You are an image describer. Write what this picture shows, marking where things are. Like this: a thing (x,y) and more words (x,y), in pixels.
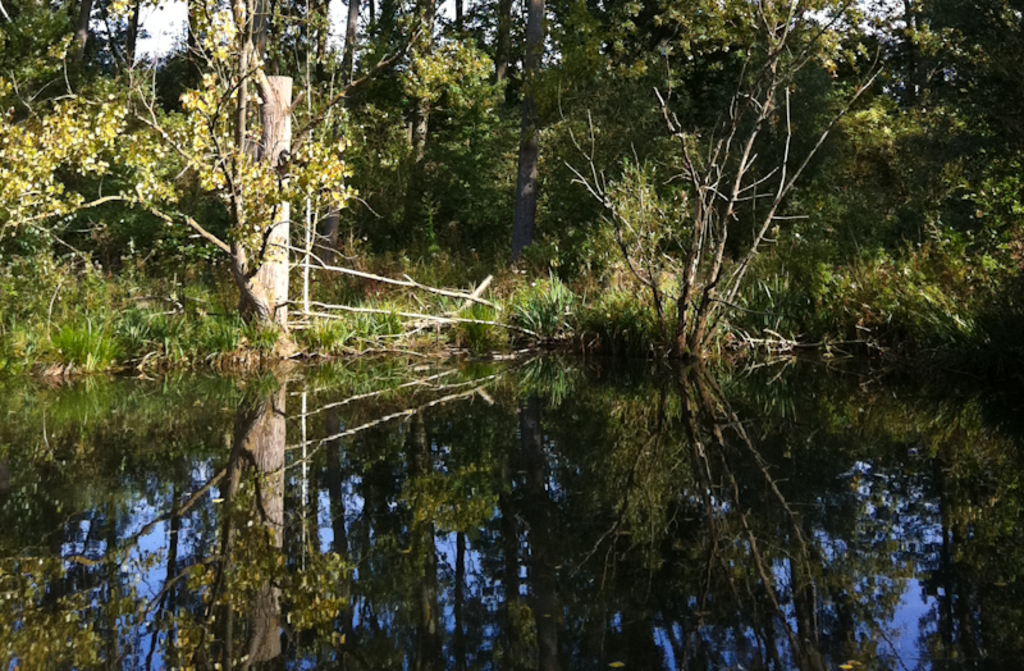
In this image there is a lake (518,464) beside that there are so many trees (926,132).
